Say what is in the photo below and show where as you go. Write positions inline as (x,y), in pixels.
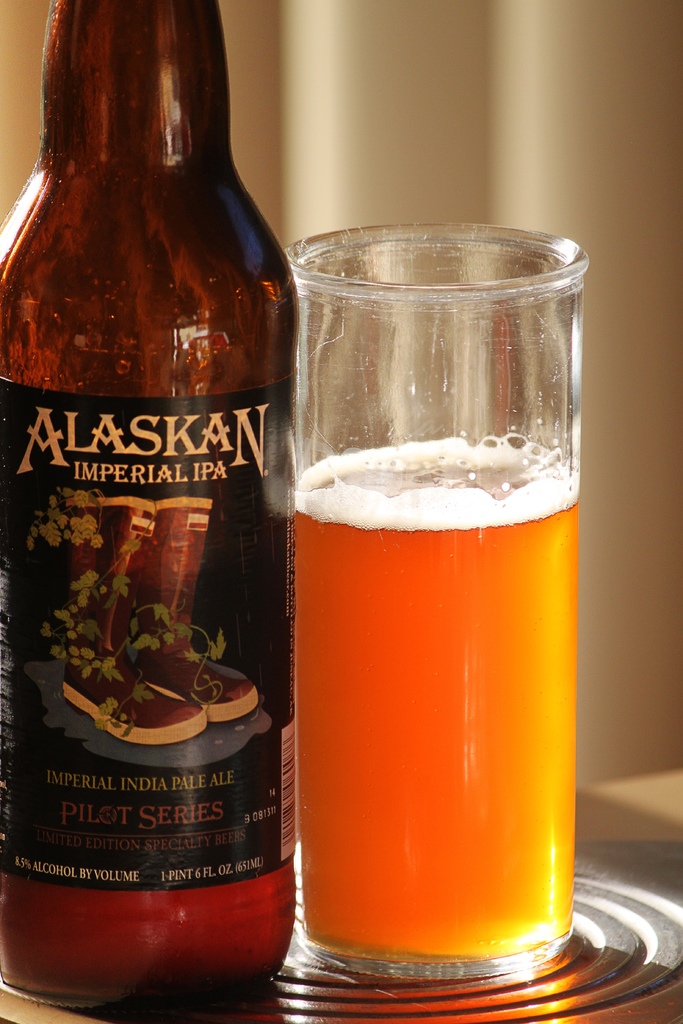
In this picture there is beer bottle (266,622) beside it there is a glass (390,368) on the table (611,788). There is a label (207,637) on the bottle (207,579). On the label (233,506) there is a text (57,455) and image (69,537) of creepers (77,650) on pair of boots (155,652). In the glass (339,655) there is a drink (424,634) and foam (440,498) on it. The background (617,292) is blurred.
